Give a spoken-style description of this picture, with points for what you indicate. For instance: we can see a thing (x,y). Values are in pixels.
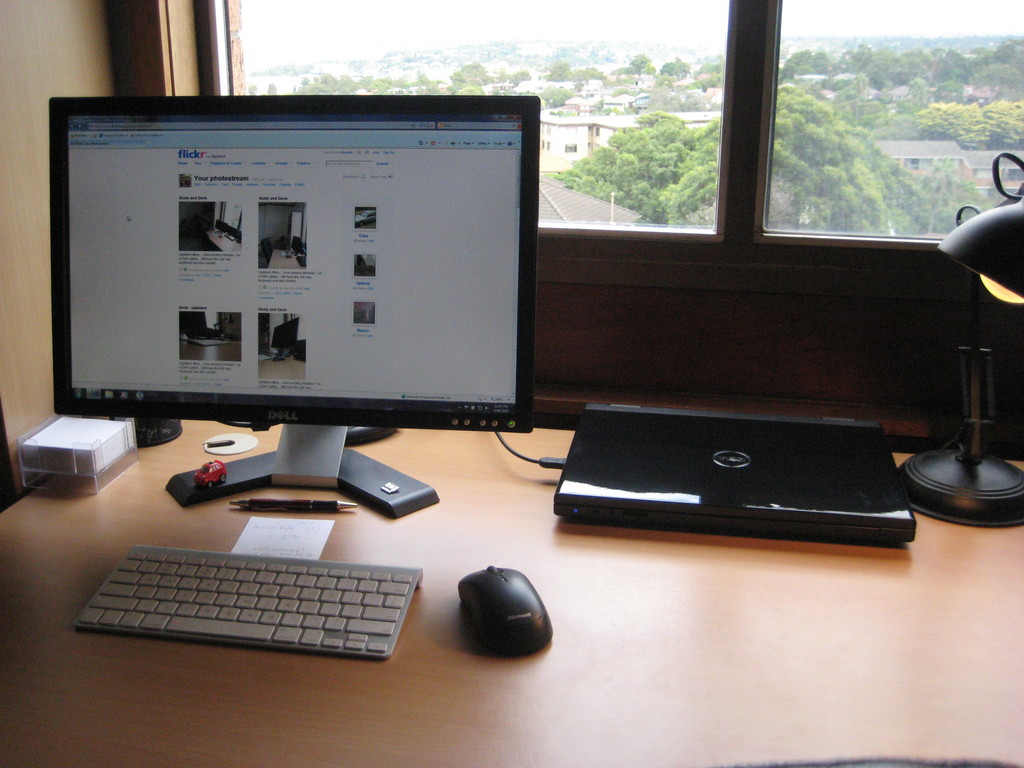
In this image on the left side (294,296) there is one computer (294,296) and keyboard (314,598) and mouse (482,586) and pen (263,501) and one laptop (775,469) is there on the table (109,554) and on the right side (991,262) there is a lamp (981,248) and on the background (894,79) there is a glass window (596,49) and some trees (706,139) and houses (611,105) are there.
